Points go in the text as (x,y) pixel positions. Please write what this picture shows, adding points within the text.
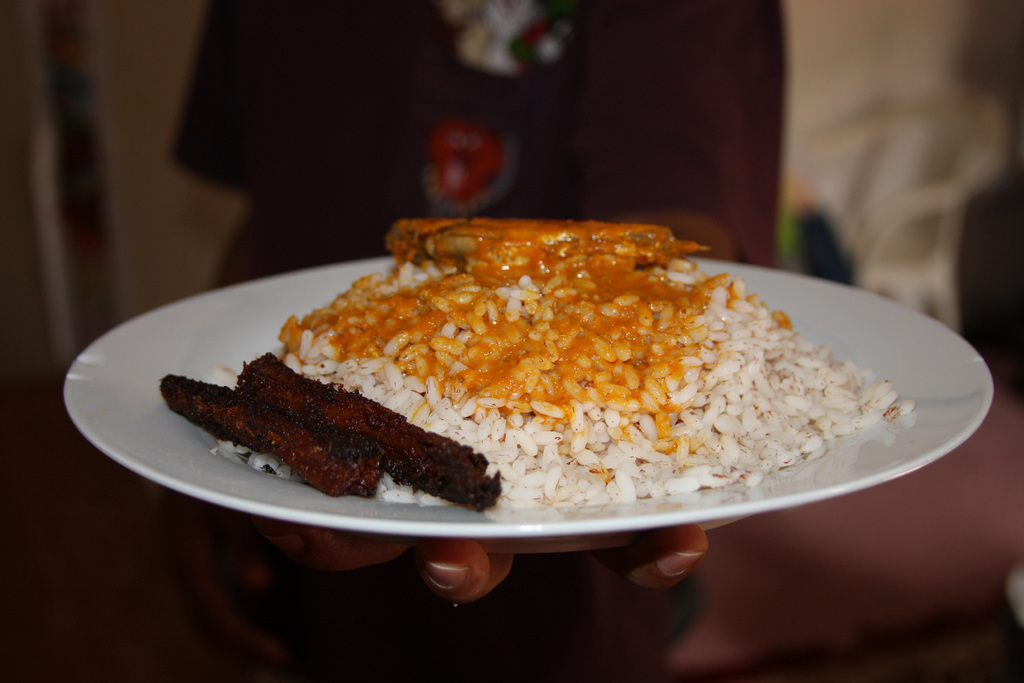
In this picture we can see a person (283,540) is holding a plate (403,517) and on the plate (377,512) there are some food items (436,366). Behind the person (335,106), there is a chair (852,223) and the blurred background (897,189).
